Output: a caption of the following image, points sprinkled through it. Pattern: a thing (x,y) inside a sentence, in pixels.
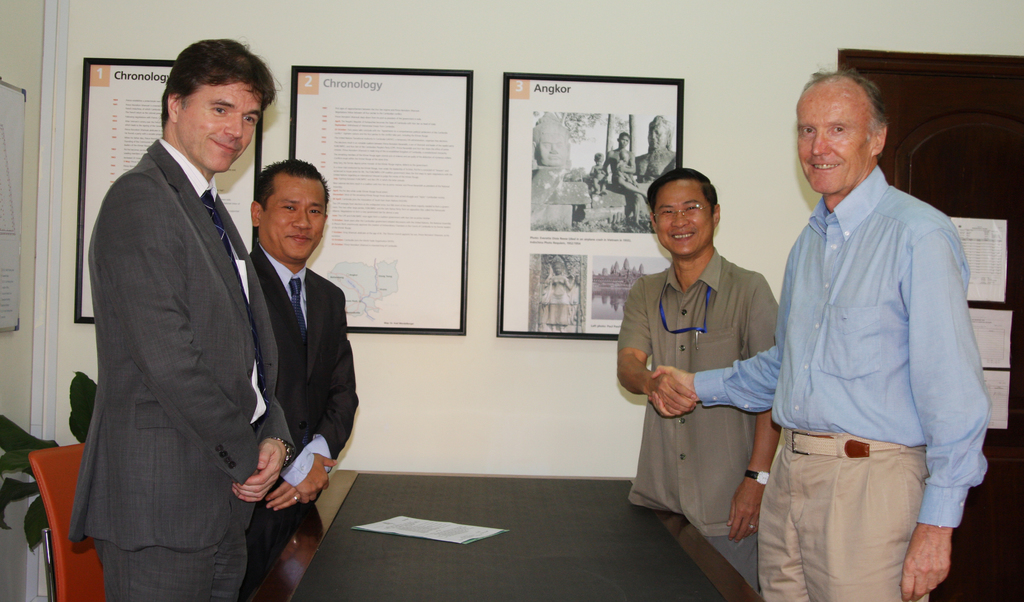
In this image I can see two men (251,385) wearing blazers (242,344) and two other men (812,334) wearing shirts (840,324) and pants (818,497) are standing around the black colored table (508,523). On the table (471,510) I can see few papers (425,521). In the background (530,404) I can see the wall (543,428), few photo frames (513,237) attached to the wall (477,203), a plant (87,392), a chair (67,531), the brown colored door (955,150) and few papers (995,219) attached to the door (1014,387).
